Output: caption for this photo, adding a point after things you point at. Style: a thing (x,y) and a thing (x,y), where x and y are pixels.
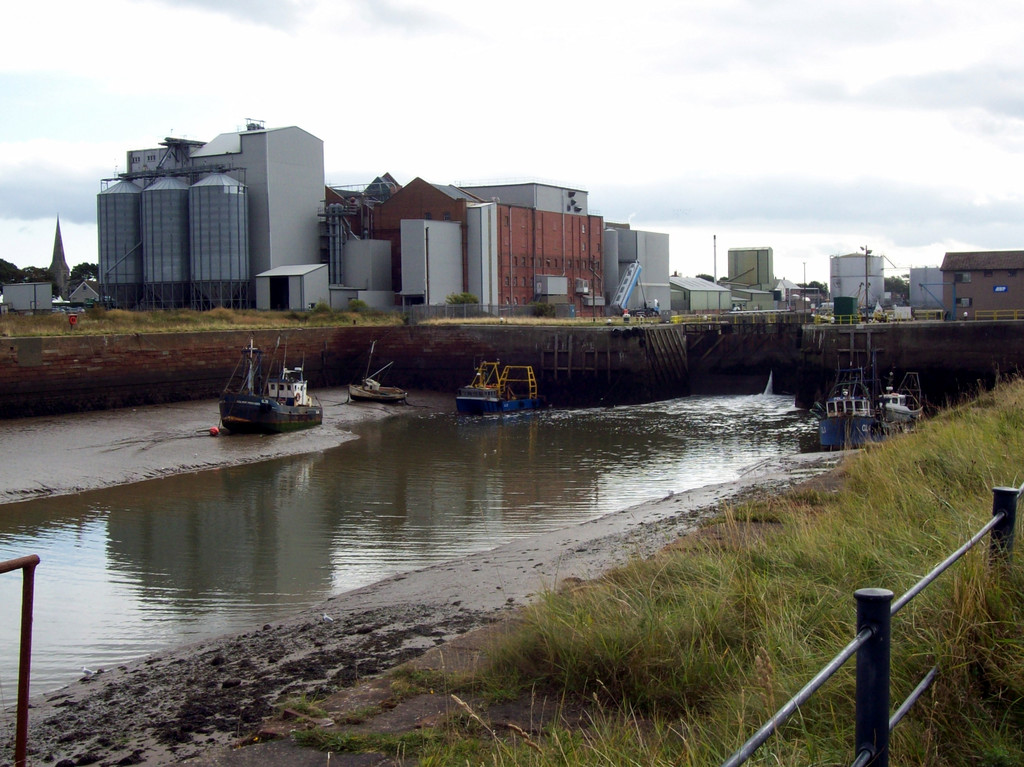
As we can see in the image there is water (502,464), grass (777,568), boats (297,384), buildings (372,263) and sky (413,58).
